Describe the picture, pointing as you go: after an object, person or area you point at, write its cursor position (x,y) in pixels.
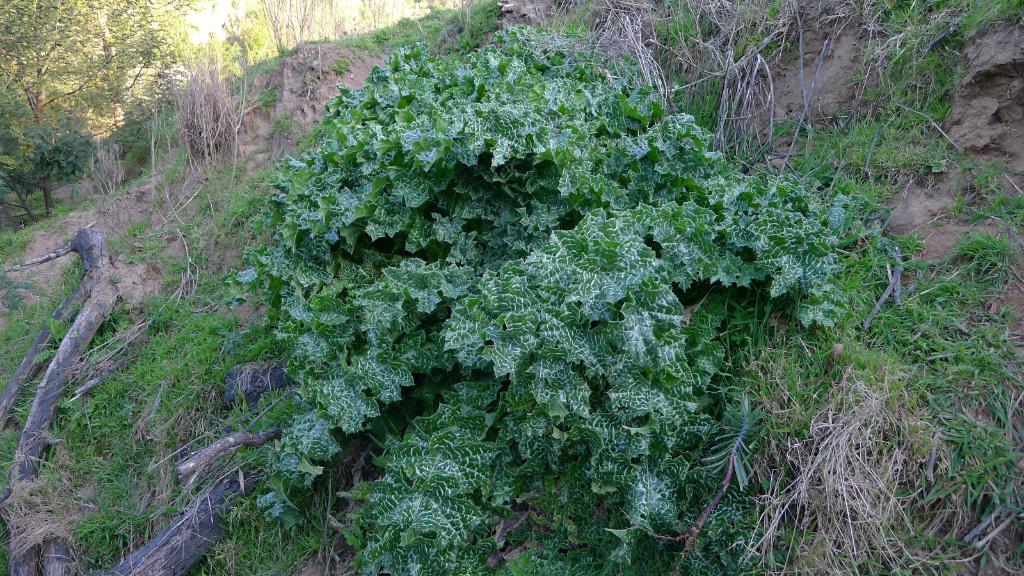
In this picture there is greenery (721,294) around the area of the image.
